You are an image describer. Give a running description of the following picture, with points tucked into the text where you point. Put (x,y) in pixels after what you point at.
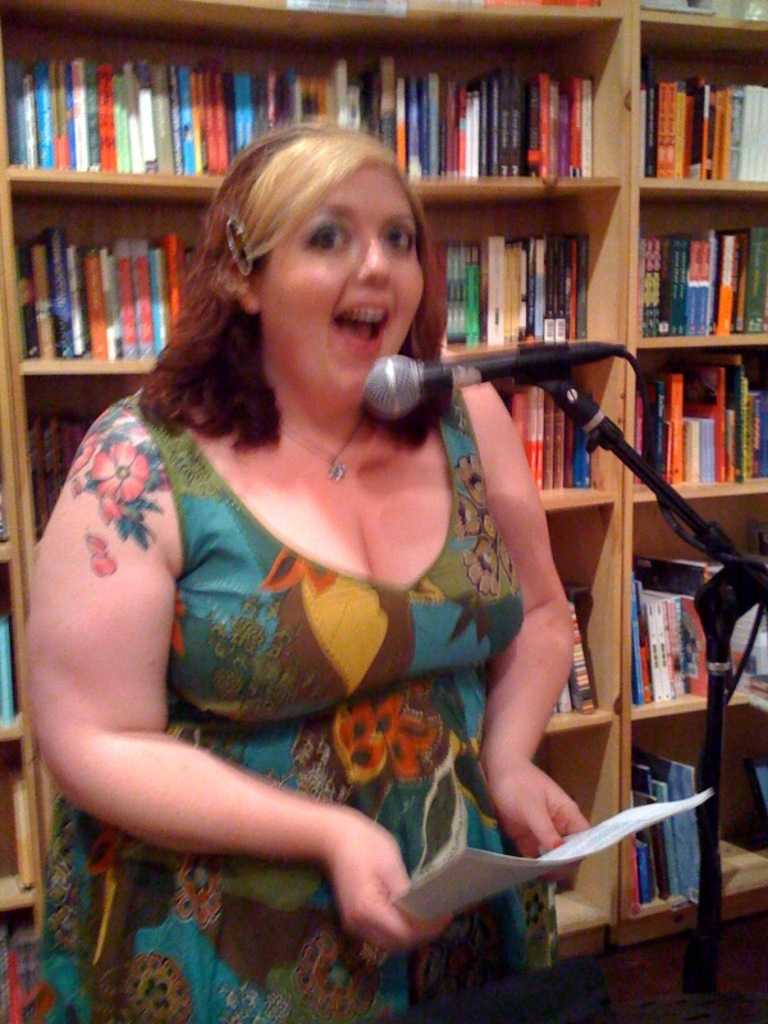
In the center of the image (329,489) there is a woman (346,634) standing at the mic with papers (437,905). In the background (547,112) we can see many books (494,104) arranged in shelves (649,351).
